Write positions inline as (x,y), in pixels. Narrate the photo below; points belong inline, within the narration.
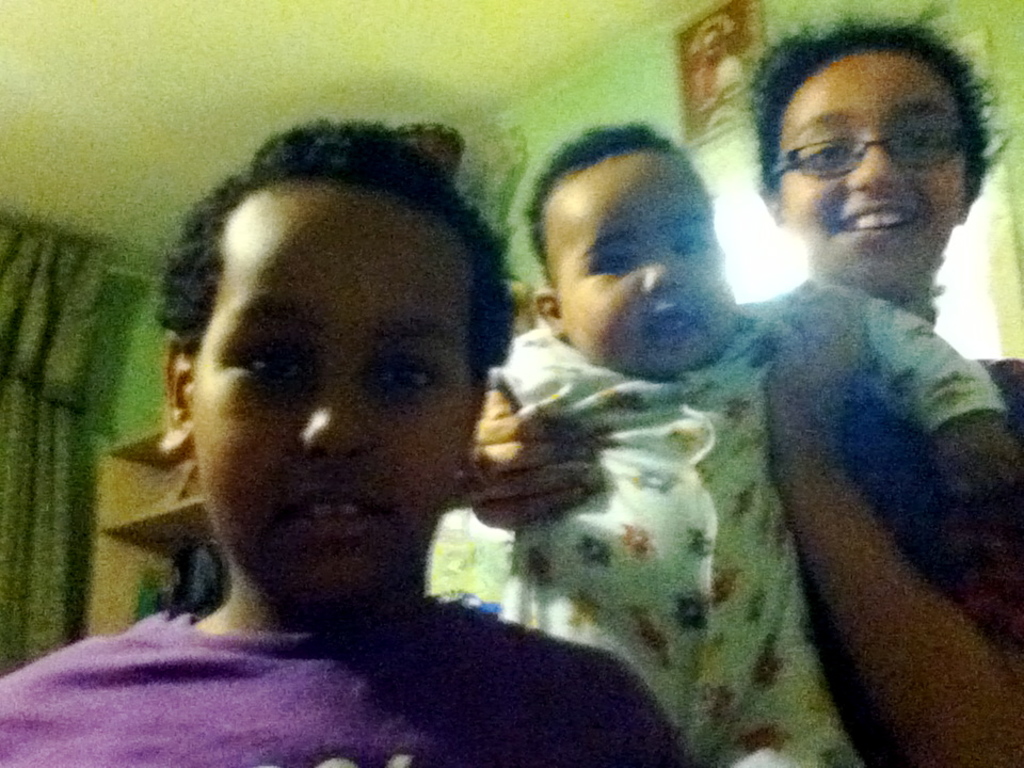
Here I can see two persons (341,577) smiling and looking at the picture. The person (958,194) who is on the right side (858,387) is carrying a baby (617,548) in the hands (566,463). On the left side (46,438) there is a curtain (33,479). In the background (149,554) there are few objects (145,508). At the top of the image (694,51) there is a frame (694,65) attached to the wall (666,54).
